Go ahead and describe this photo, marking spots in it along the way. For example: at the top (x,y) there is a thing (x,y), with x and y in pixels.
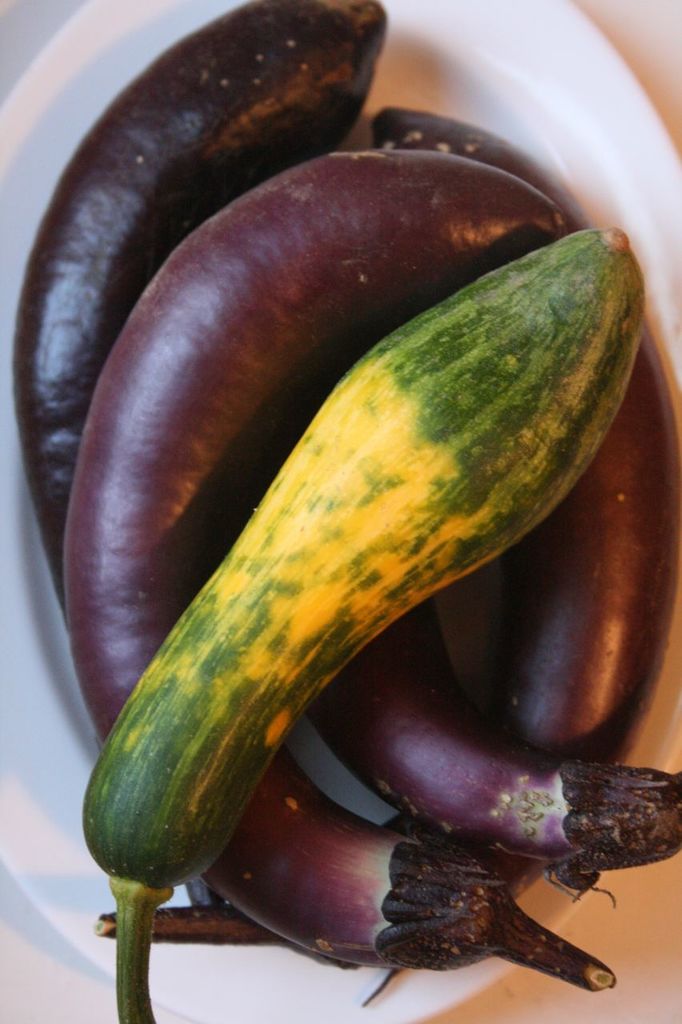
In this image we can see a cucumber (213,816) and eggplants (531,766) placed in a plate (618,140).
